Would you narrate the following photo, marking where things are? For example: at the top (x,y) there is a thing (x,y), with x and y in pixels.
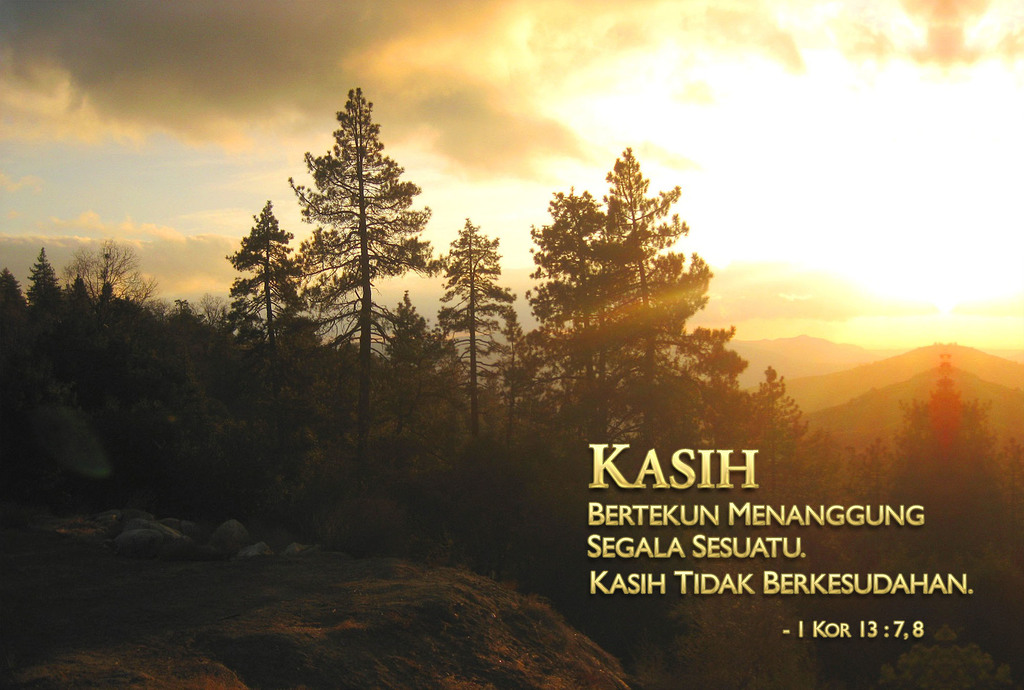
This is an edited picture. In this image there are mountains (952,355) and trees (467,349). In the foreground (195,556) there are stones (127,552). At the top (133,203) there is sky (167,102) and there are clouds (567,116). On the right side of the image (703,517) there is text (656,500). At the bottom (369,571) there is grass (379,563).
